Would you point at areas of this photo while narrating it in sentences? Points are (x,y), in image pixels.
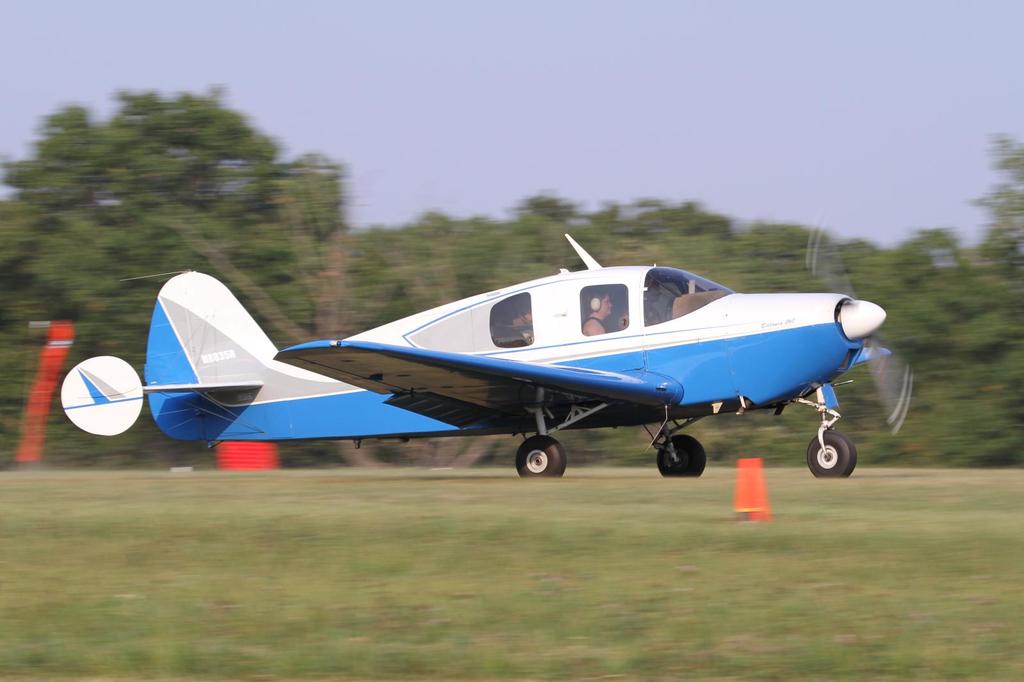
In the center of the picture (534,379) there is an aircraft (374,355), on the runway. In the aircraft (631,330) there is a person (610,330). In the background (415,247) there are trees (139,255). In the foreground (491,545) there is grass (398,569).
